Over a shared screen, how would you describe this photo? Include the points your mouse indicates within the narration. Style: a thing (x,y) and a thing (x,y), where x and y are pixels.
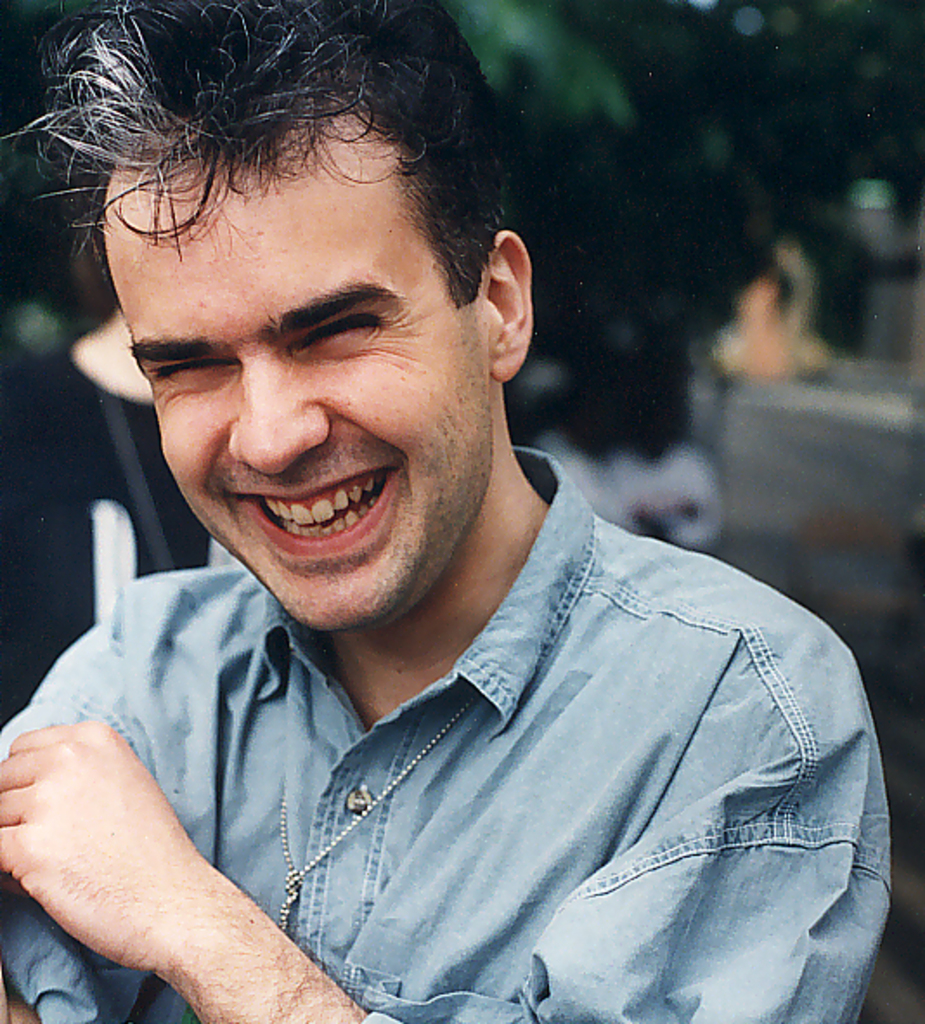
In this image in front (92,791) there is a person (479,651) wearing a smile on his face (299,514) and the background of the image (703,509) is blur.
